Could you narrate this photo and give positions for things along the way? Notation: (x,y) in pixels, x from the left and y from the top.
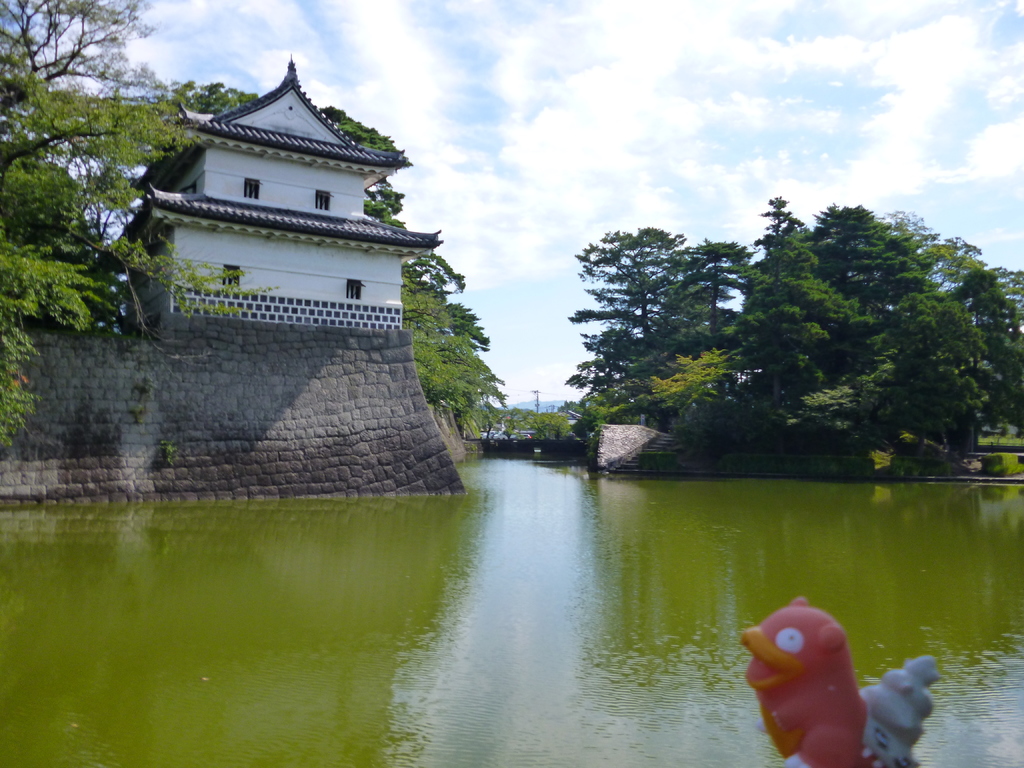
In this image we can see sky (406,75) with clouds (611,145), trees (796,343), buildings (381,244), walls (421,403) with pebble stones (451,429) and water (344,653).
